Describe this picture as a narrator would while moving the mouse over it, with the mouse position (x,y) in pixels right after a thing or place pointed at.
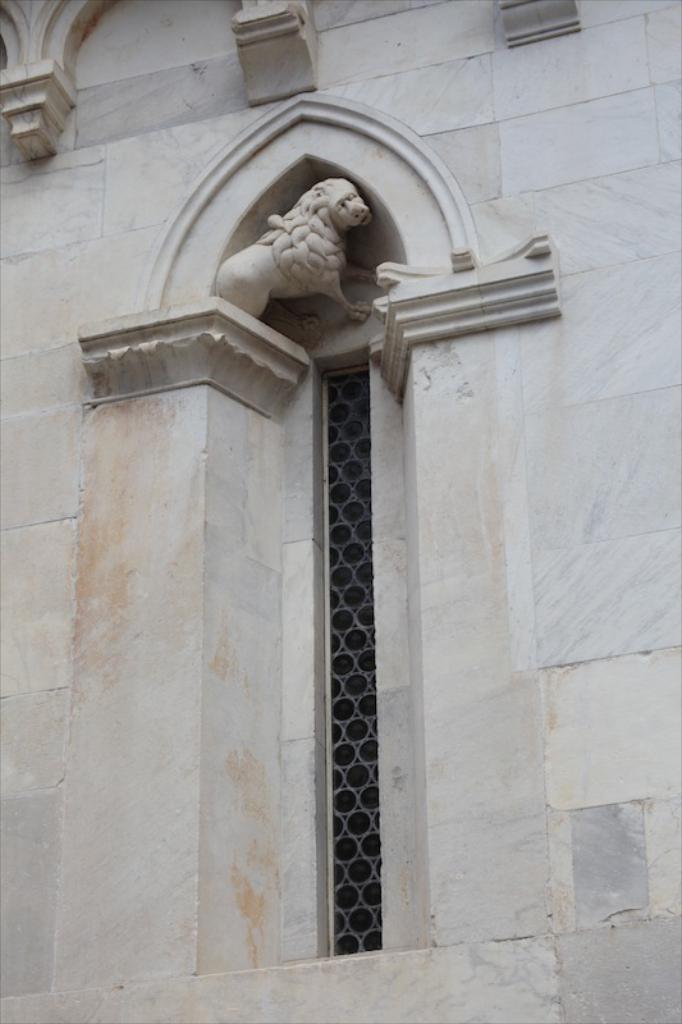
In this image, we can see the wall (256,628) with window fence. We can also see a sculpture (323,198) on the wall (190,539).
